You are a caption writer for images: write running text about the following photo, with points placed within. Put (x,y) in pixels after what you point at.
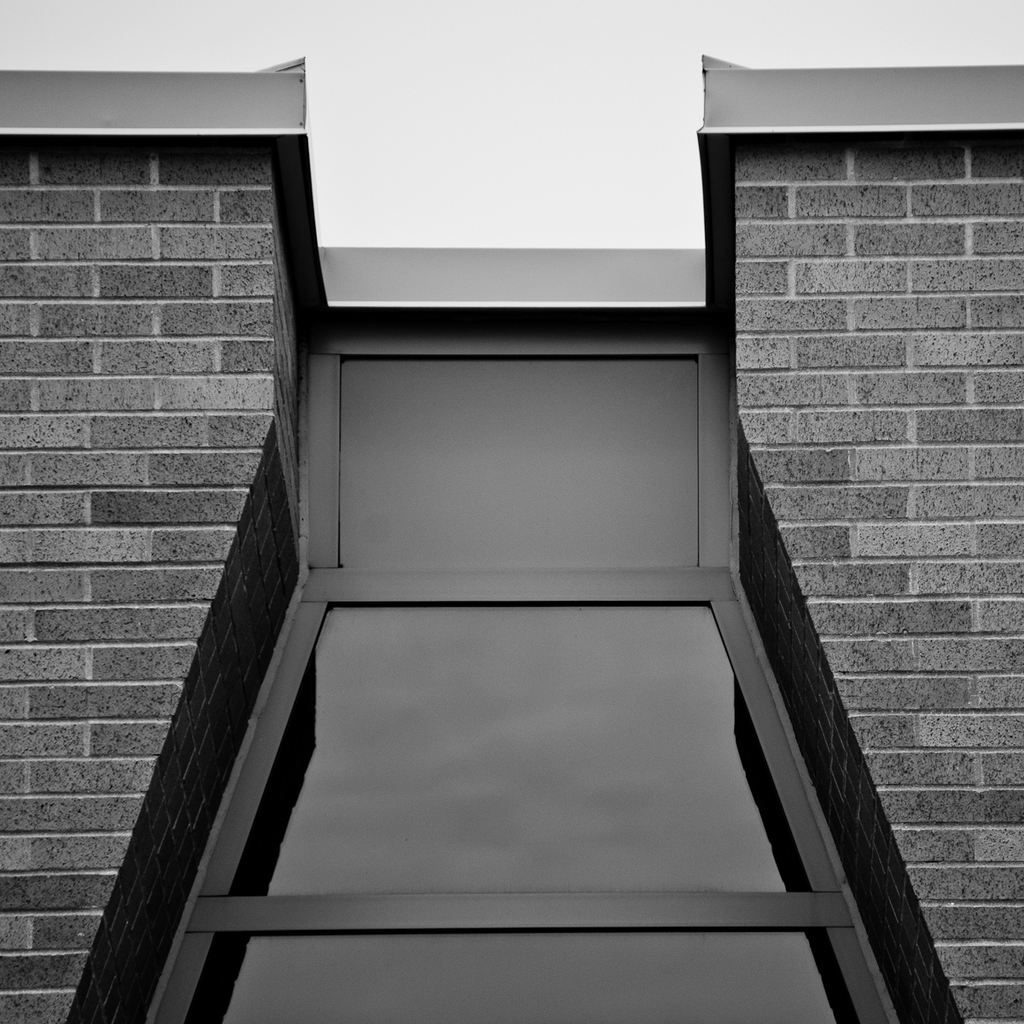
In this image there is a building (395,487). This is the sky (456,155). These are glasses (557,819).
